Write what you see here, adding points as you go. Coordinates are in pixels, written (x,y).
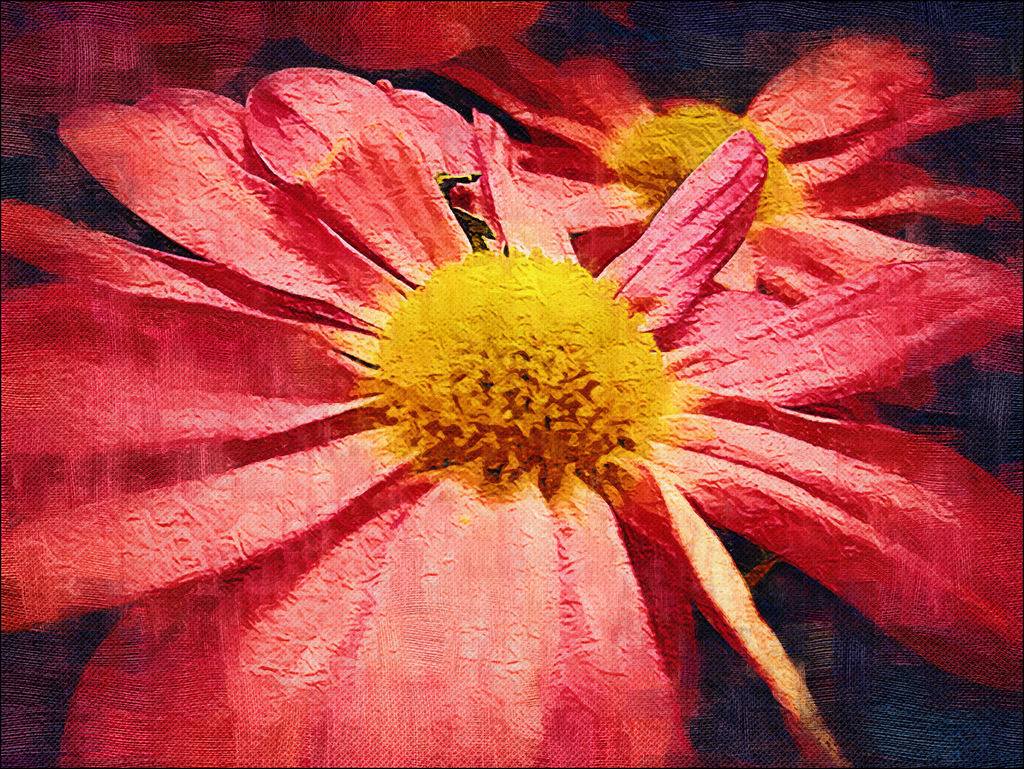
It is a poster (843,679). In this image, we can see few flowers (827,311).
